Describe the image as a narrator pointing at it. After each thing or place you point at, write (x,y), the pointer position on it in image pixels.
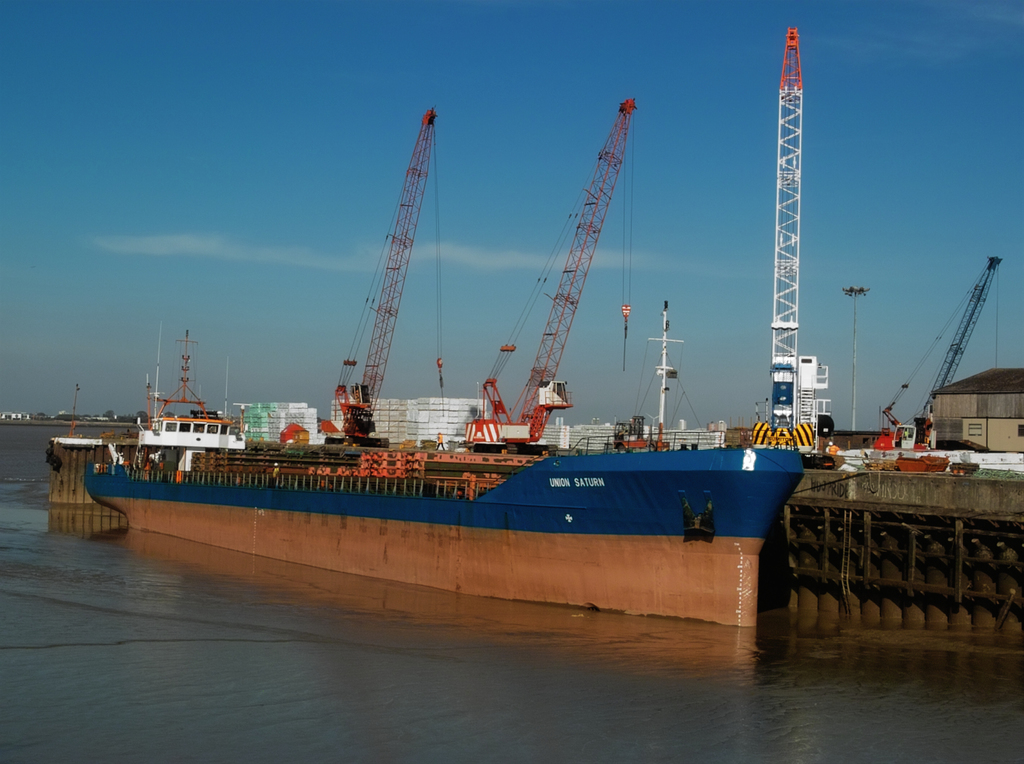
In this picture we can see a ship (431,514) in the water (241,562).
